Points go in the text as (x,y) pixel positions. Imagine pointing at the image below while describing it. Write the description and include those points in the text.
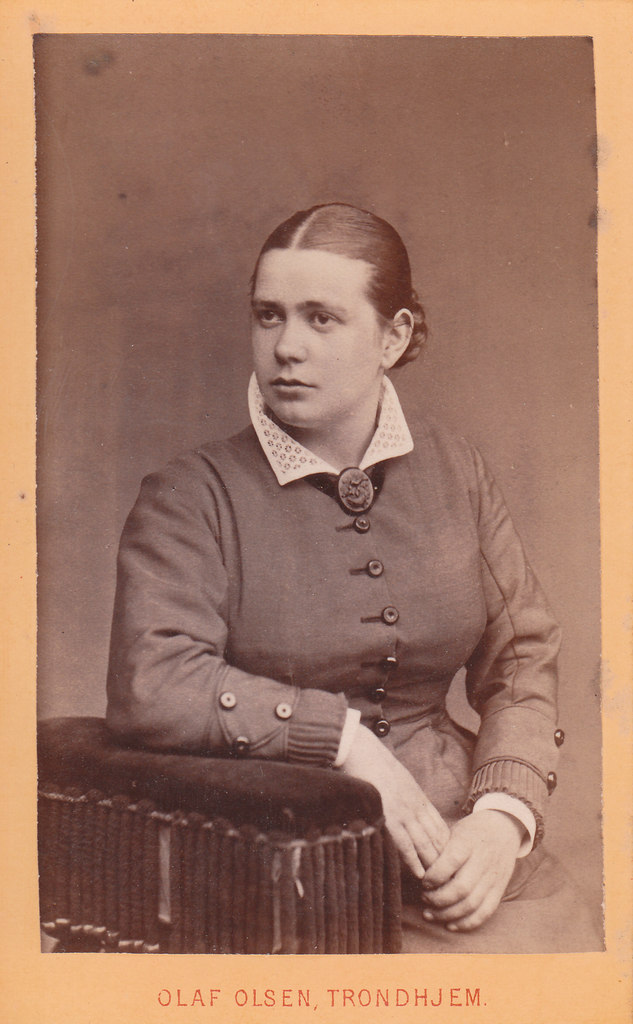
This picture consists of a photograph (73,198) in the image, in which there is a girl (388,497) in the image.
